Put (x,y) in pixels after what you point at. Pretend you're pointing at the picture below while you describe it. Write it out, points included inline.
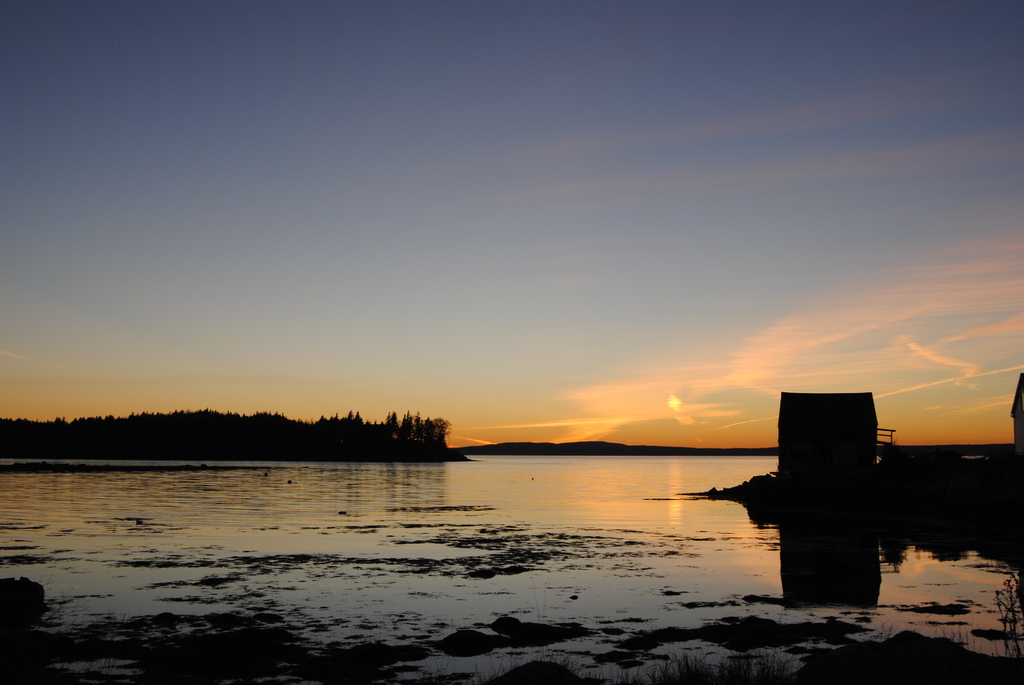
In this picture I can see water (474,541), trees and sun (674,405) in the sky (618,278) and looks like a house (1021,441) on the right side of the picture (809,440) and I can see a small room (809,440).
